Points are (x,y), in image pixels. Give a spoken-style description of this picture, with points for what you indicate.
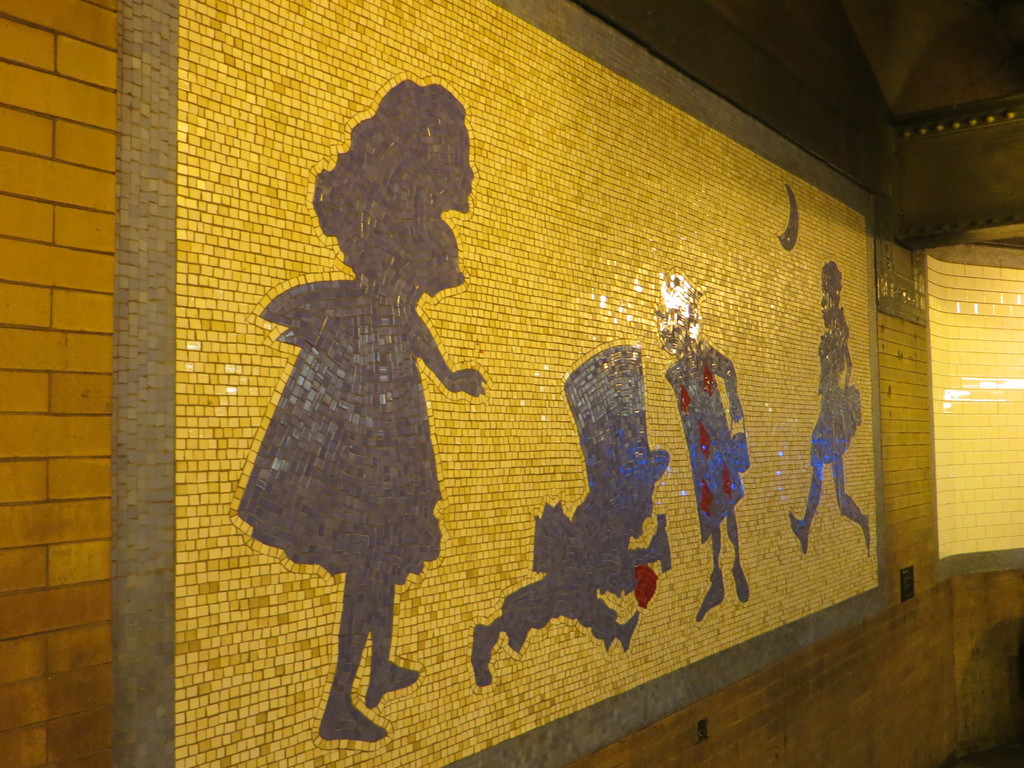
In this image, there is wall (176,224) contains an art (523,562).
